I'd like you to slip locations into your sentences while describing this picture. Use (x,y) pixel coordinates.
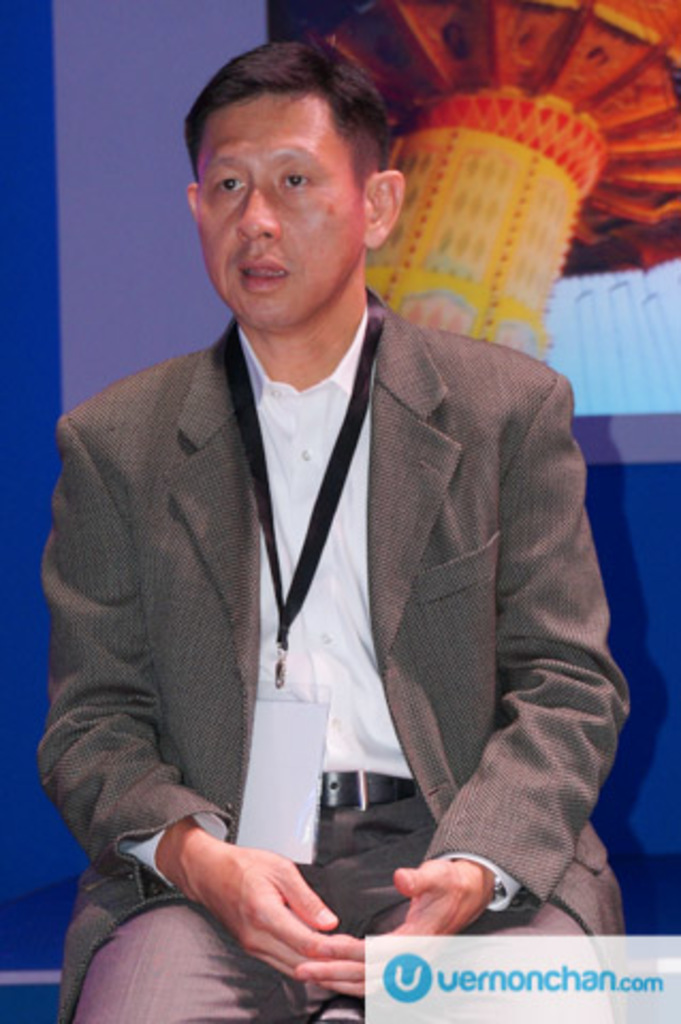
In this image I can see a person (562,379) sitting on sofa set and I can see a colorful background (595,88) in the image.
